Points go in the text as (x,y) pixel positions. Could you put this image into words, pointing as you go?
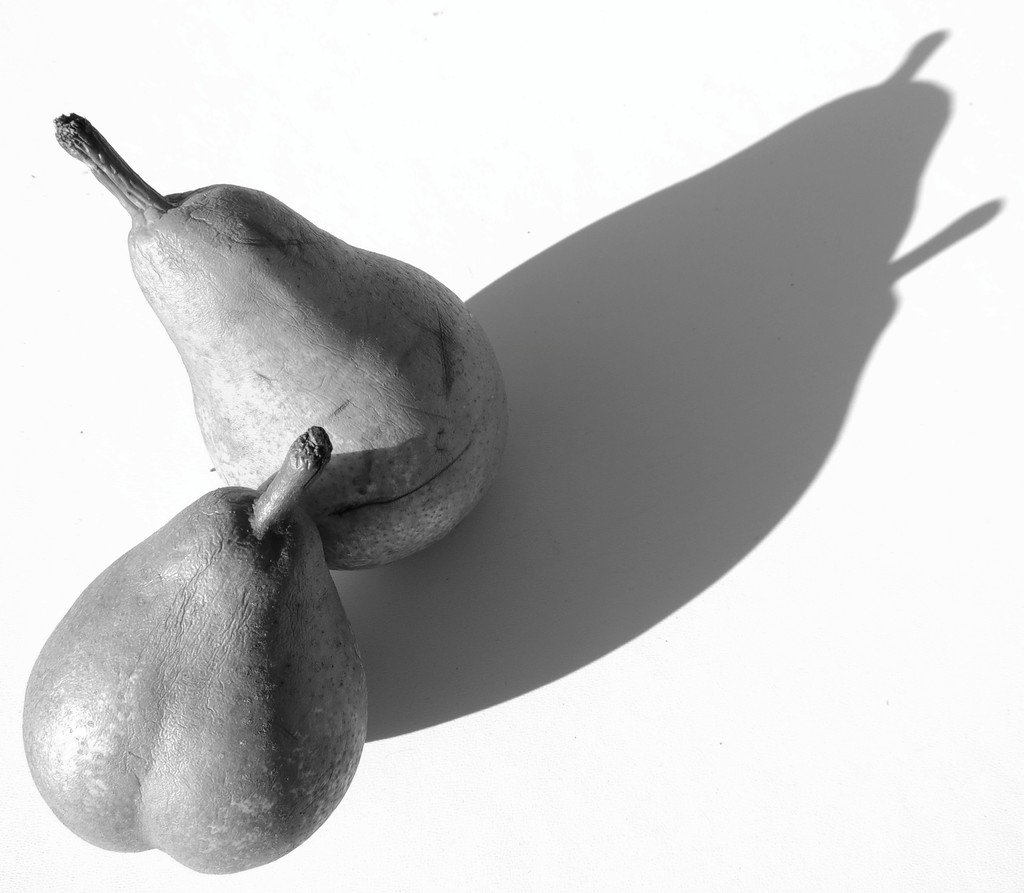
In this picture there are two fruits (383,510), beside that i can see the shadow (924,243) of the fruits (354,421).
